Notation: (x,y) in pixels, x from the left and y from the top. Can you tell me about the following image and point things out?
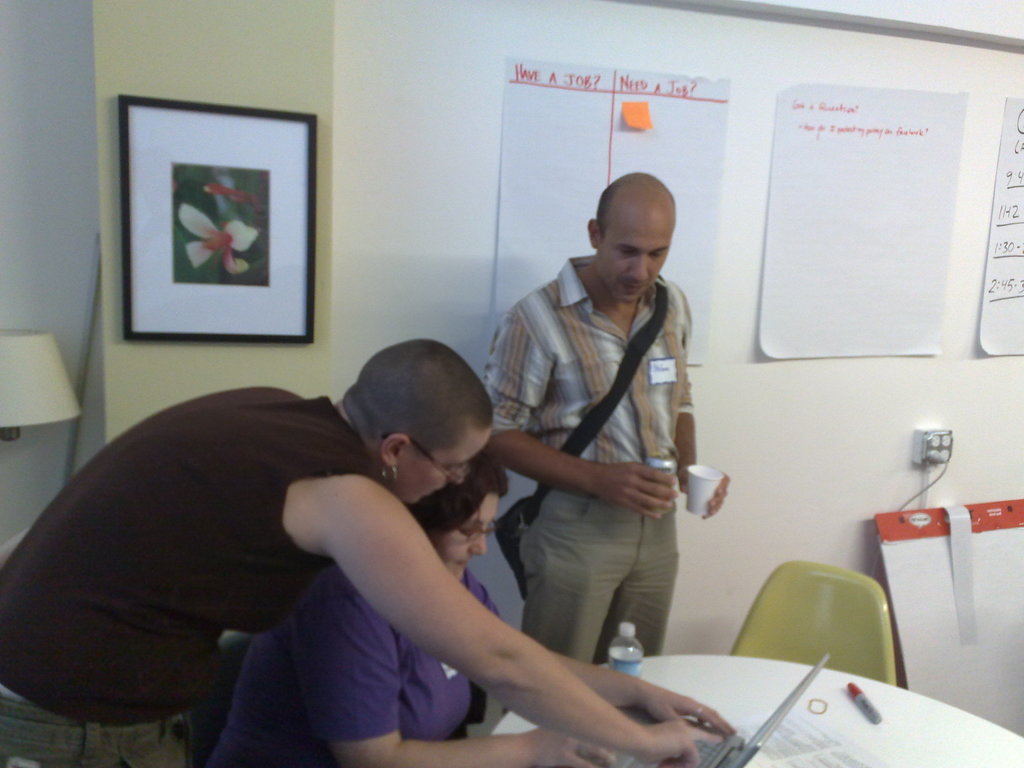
On the left side of the image (258,558) a lady (377,563) is bending. In the center of the image (484,480) a lady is sitting and operating laptop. In the center of the image (526,416) a man (660,549) is standing and wearing bag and holding cups (666,472) in his hands (628,495). In the background of the image (417,179) we can see board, papers (786,194), photo frame (305,220), wall (312,39), lamp (55,378), chair (879,594), socket (932,459) are there. At the bottom of the image (780,690) there is a table (896,708). On the table (890,712) we can see marker (876,711), paper (818,738), laptop (800,689), bottle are there.
